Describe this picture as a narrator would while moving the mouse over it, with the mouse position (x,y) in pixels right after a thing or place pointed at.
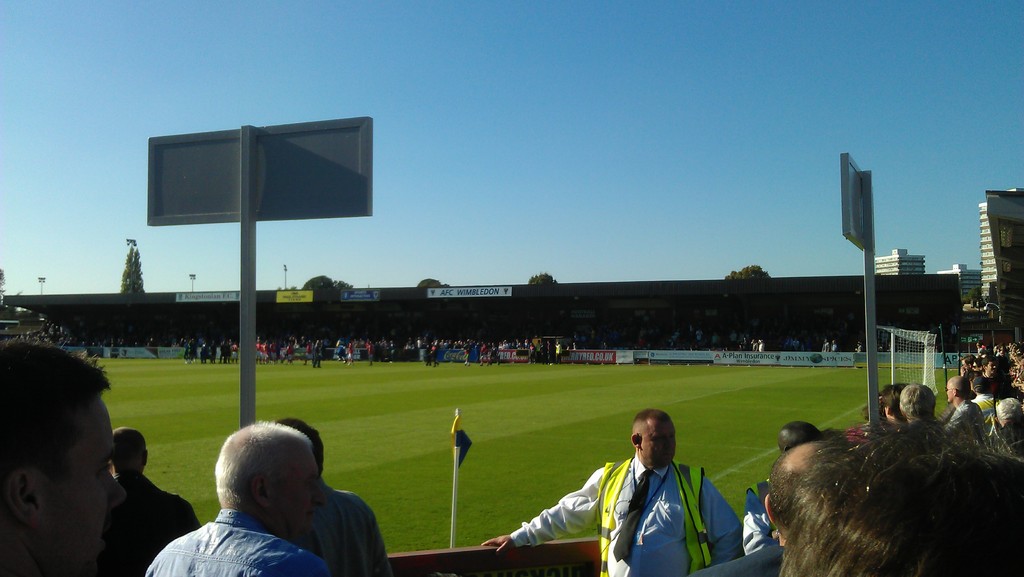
It is looks like a stadium (501,396). Here we can see grass (560,455), poles (875,358), net (907,351), rods (877,371). In this image, we can see few people (208,358). Few are standing near the banners (532,573) and ground (365,363). Background (1000,247) we can see buildings (907,256), trees (972,289) and clear sky (603,150).
